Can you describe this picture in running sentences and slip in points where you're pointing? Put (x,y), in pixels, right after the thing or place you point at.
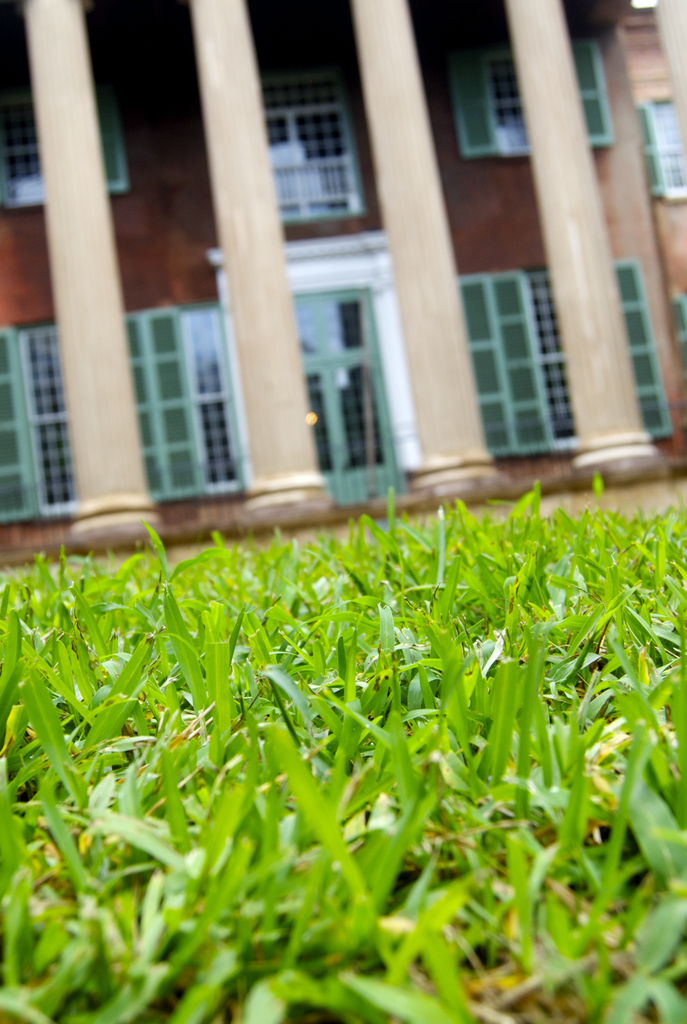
In this picture I can observe some grass (240,772) on the ground (287,847). There are four pillars (273,253) which are in cream color. I can observe brown color building (182,231) behind the pillars (76,326).
